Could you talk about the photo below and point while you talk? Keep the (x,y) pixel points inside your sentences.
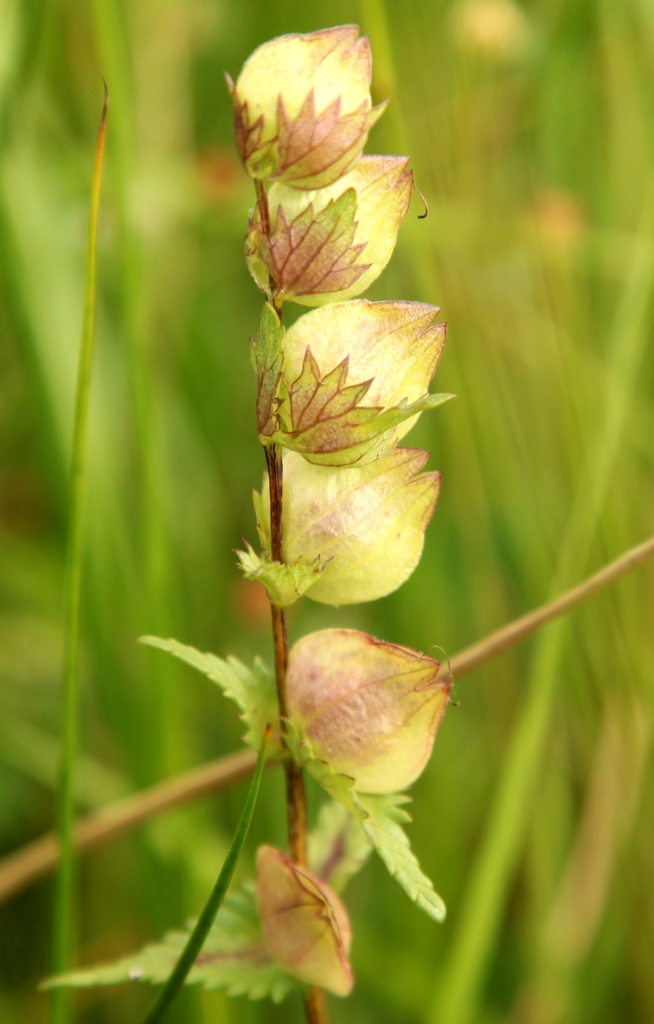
In this image we can see some plants (376,698).
